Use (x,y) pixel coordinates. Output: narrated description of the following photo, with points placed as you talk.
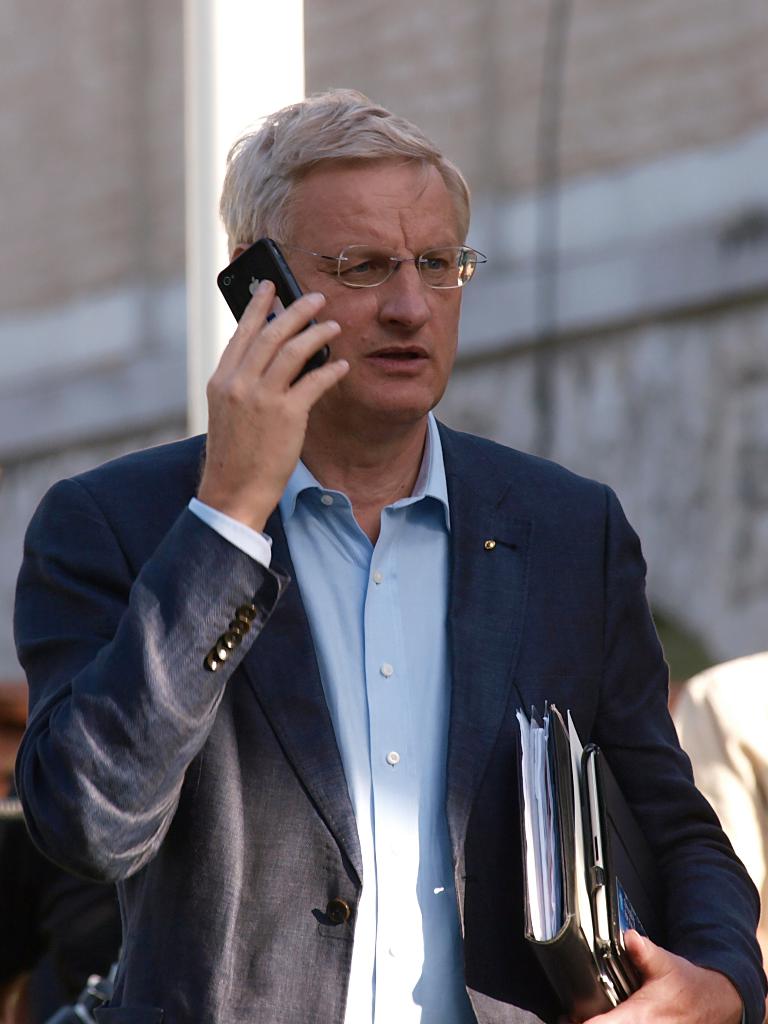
Here in this picture we can see a person (319,442) standing over a place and we can see he is wearing a coat (171,586) and carrying a book (571,881) and a file (571,885) with him and speaking to someone with a mobile phone (247,278) in his hand (256,312) and we can see he is wearing spectacles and behind him we can see everything in blurry manner.
